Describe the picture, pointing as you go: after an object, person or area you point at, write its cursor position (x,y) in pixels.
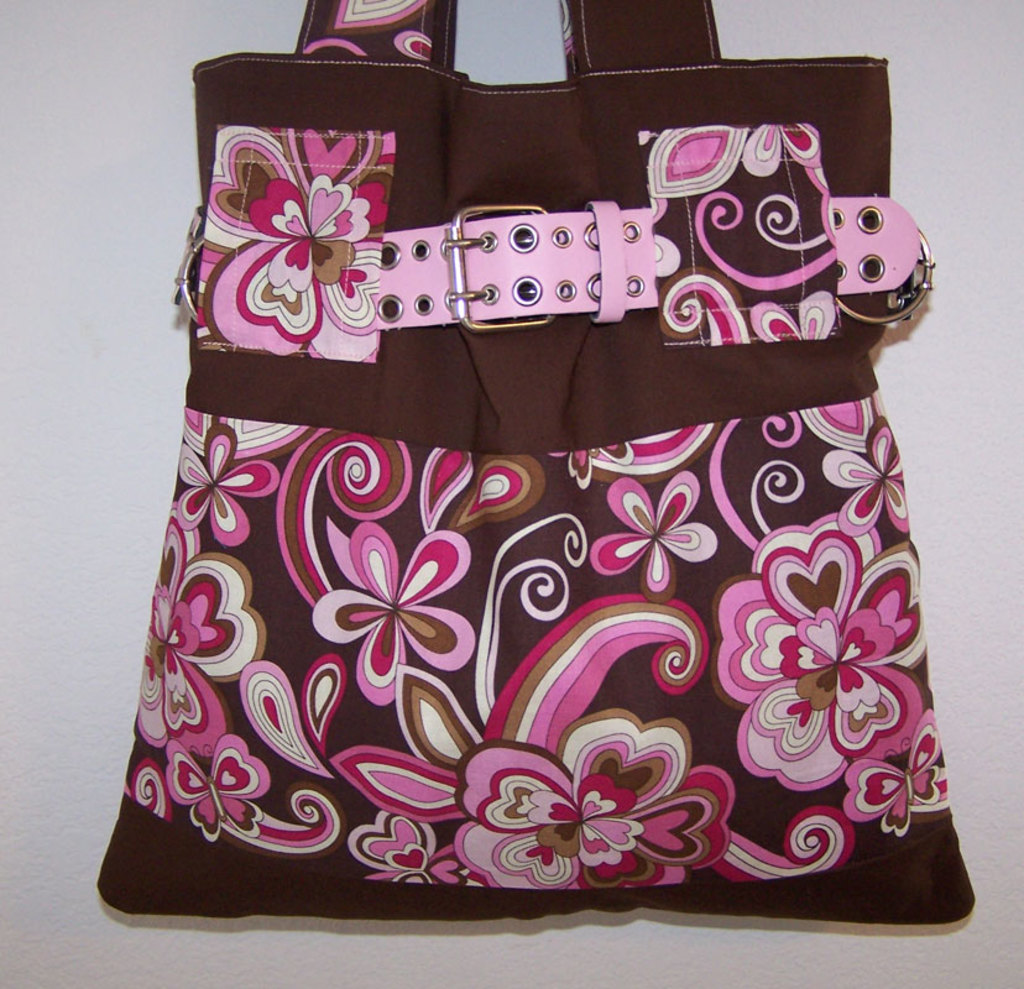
In this image I can see a bag (432,534).
